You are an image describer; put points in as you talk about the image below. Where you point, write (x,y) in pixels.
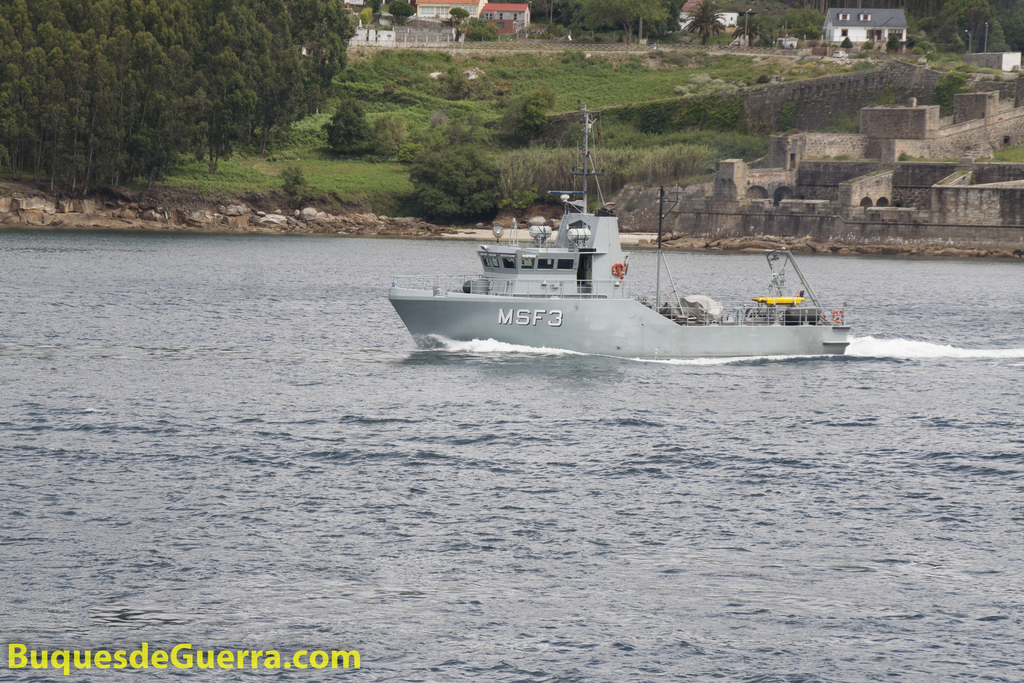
In this picture we can see a boat (580,290) on the water (544,425), in the background (397,6) we can see few poles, buildings (440,18) and trees (226,106), and we can find some text (278,655) at the left bottom of the image (244,657).
